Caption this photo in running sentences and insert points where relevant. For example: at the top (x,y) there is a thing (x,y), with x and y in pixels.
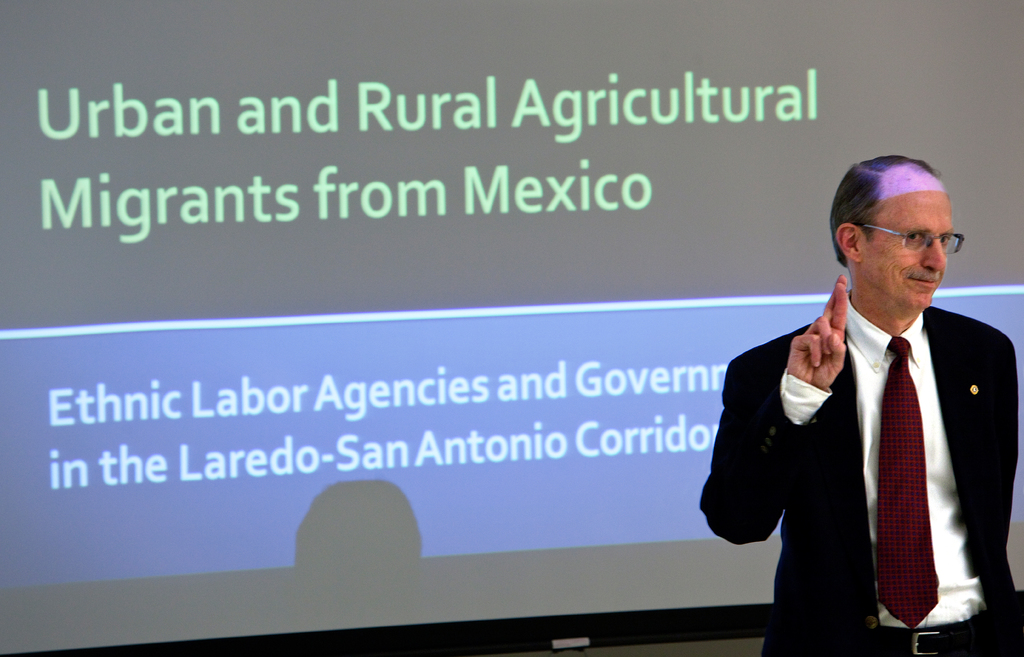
On the right of the picture (906,382) I can see one person (855,388) is explaining something. Behind the person (921,297) I can see some text (388,380).
